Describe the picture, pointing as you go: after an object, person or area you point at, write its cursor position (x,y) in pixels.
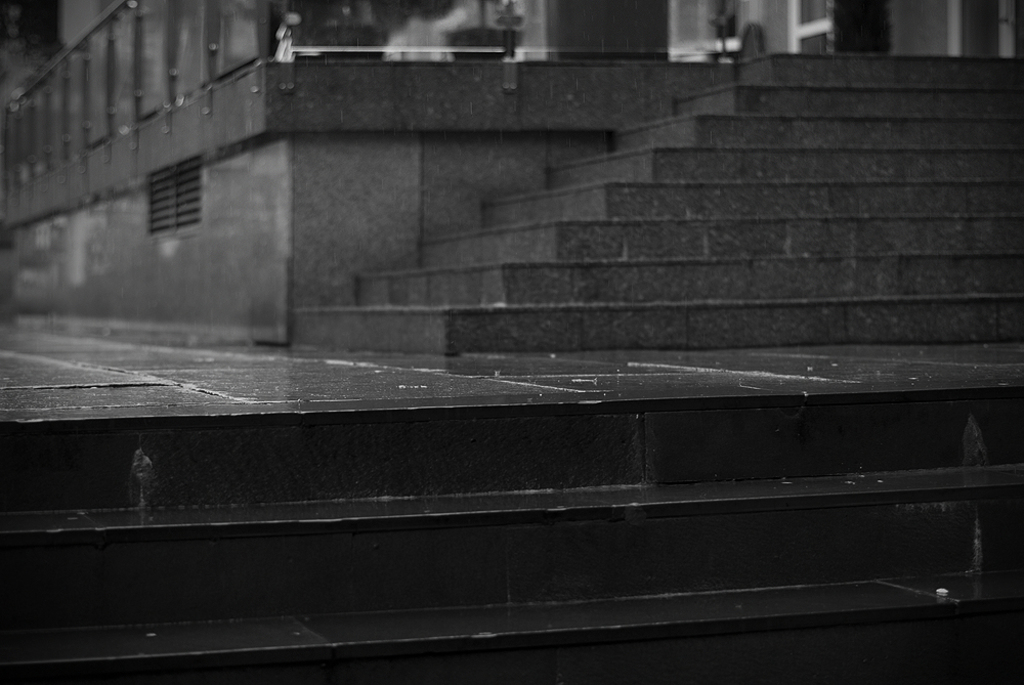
This is a black and white image. In this picture we can see the stairs (463,402), floor (463,402), railing (166,117), window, doors (1001,27).
